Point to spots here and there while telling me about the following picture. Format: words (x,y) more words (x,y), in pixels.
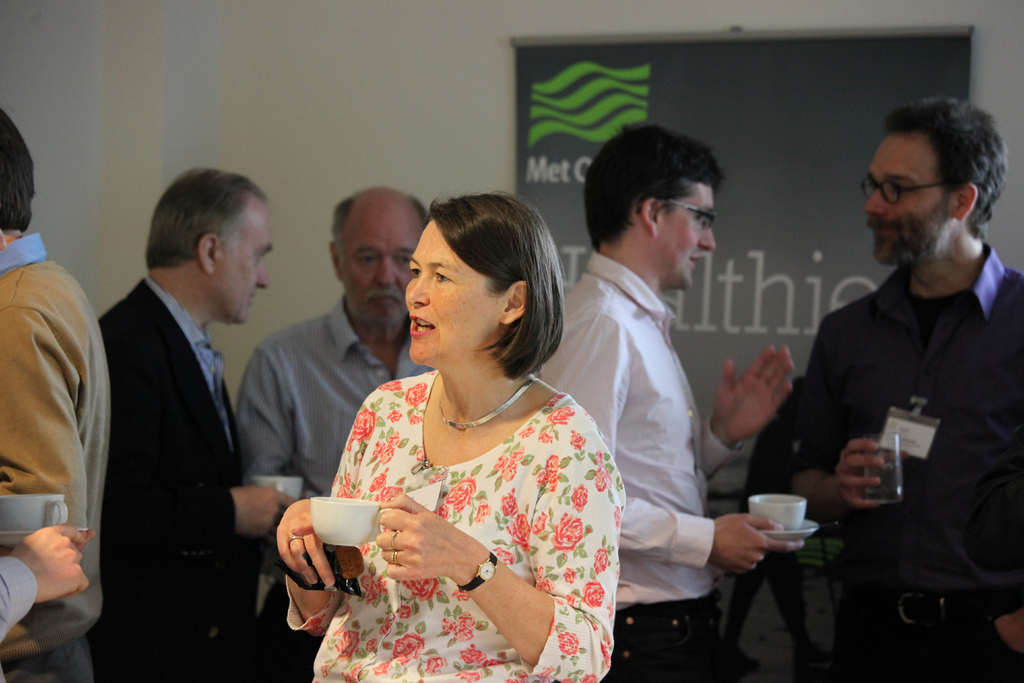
In this image, we can see a woman (477,455) holding an object (345,550) and cup (354,537). She is talking. In the background (788,323), we can see the people (159,435), wall (370,151) and banner (737,331). Few people (13,575) are holding some objects (59,497).
